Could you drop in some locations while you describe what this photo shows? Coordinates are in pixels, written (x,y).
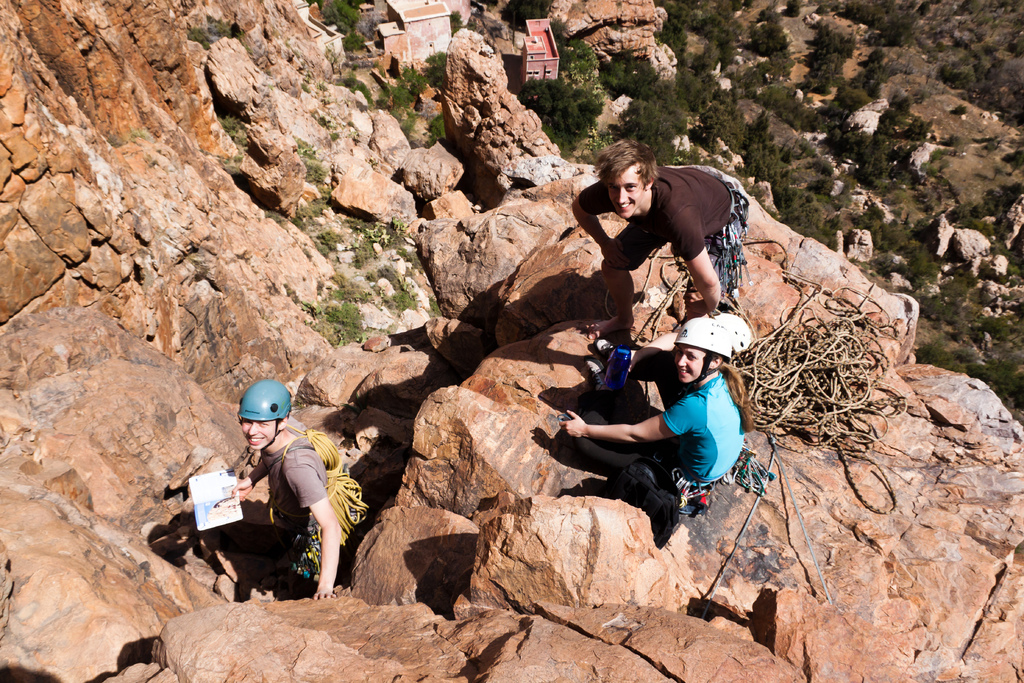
In the image there are three people (669,215) on the hill (367,367) and looking upwards, there are some ropes (834,386) behind them on the right side (771,424) and behind the hill (806,498) there are a lot of trees (752,77) and some buildings (531,42) downwards.
